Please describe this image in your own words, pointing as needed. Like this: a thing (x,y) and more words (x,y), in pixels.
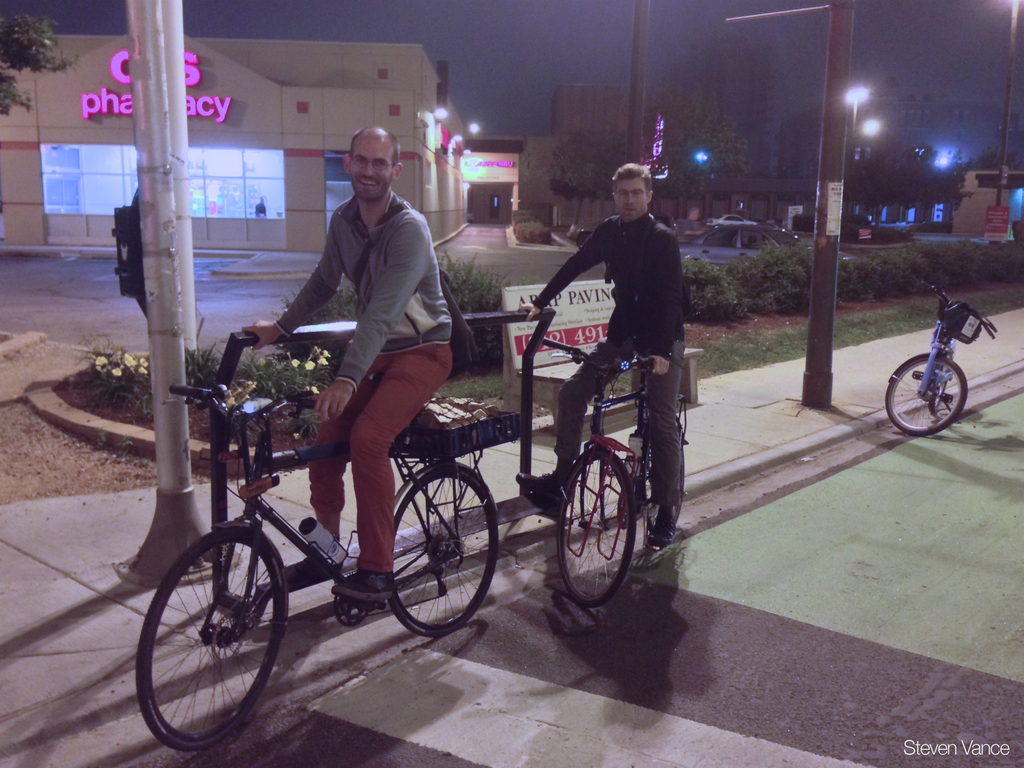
In this image I see 2 men (393,266) who are on the cycle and one of them is smiling and they are on the path (924,764). In the background (182,430) I see few plants (454,263), a building (265,181), poles (173,430) and a cycle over here.
